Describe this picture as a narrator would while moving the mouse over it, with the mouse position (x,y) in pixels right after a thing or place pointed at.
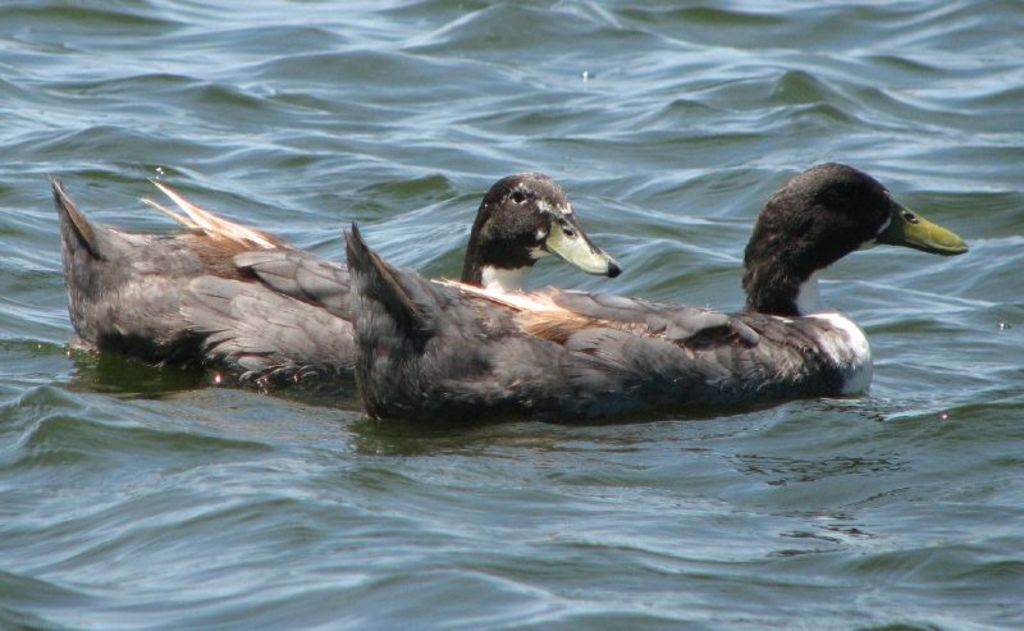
In this image I can see the birds (373,384) in the water (442,463). I can see these birds (438,344) are in black, brown and white color.
